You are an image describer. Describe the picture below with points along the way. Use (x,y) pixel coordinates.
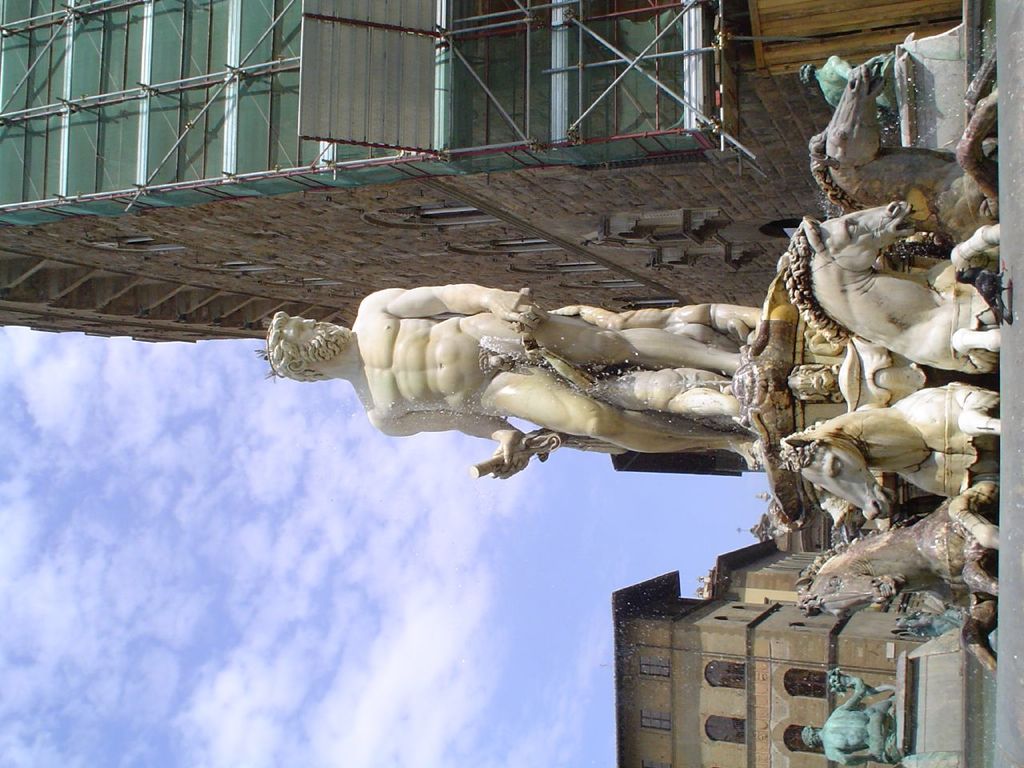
To the right side of the image (891,389) there is a statue (864,381) of horses (792,264) and a man (660,409). To the top of the image (706,114) there is a building (662,198) with glass windows (136,59), roofs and brick walls (258,240). And to the bottom of the image (738,615) there is a statue (841,694) and behind the statue (832,718) there is a house (723,660) with roofs (623,628) and windows (740,668). And to the left side (197,411) bottom of the image (328,615) there is a sky (176,551) with clouds (422,631).
